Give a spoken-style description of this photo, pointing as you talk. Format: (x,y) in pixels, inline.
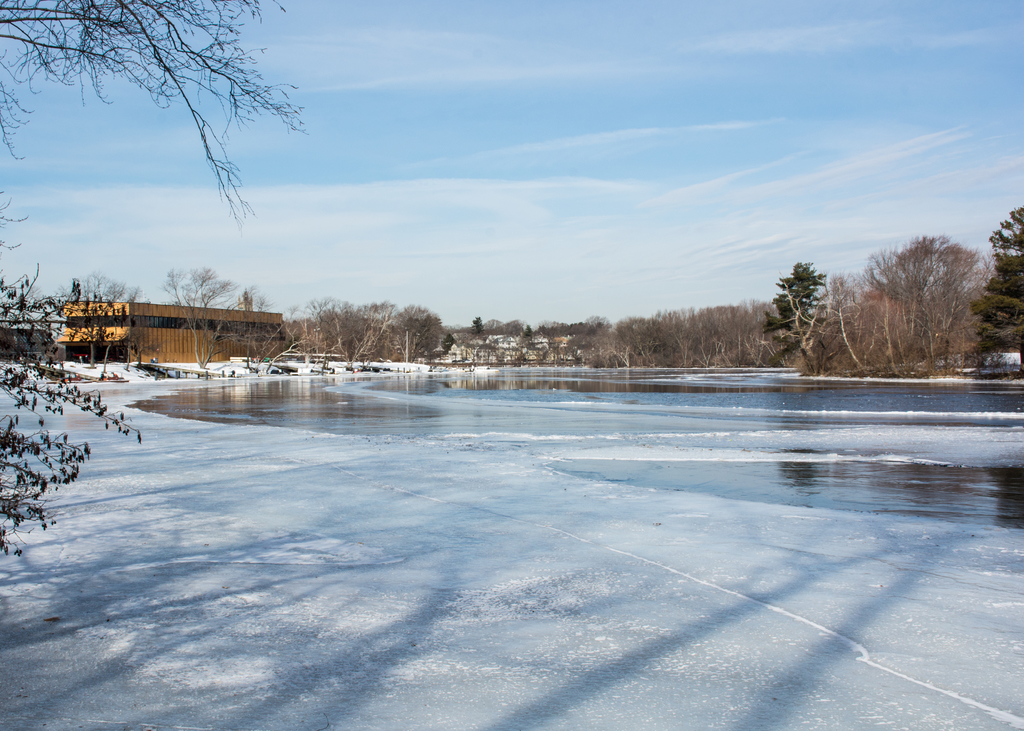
This image is taken outdoors. At the top of the image (288,197) there is a sky (553,206) with clouds (755,200). In the background (441,331) there are many trees (767,350) and plants (950,322). There are a few houses (210,341). At the bottom of the image (383,655) there is snow (235,646) and ice (569,639). In the middle of the image (509,450) there is a pond (782,426) covered with ice (710,409).
